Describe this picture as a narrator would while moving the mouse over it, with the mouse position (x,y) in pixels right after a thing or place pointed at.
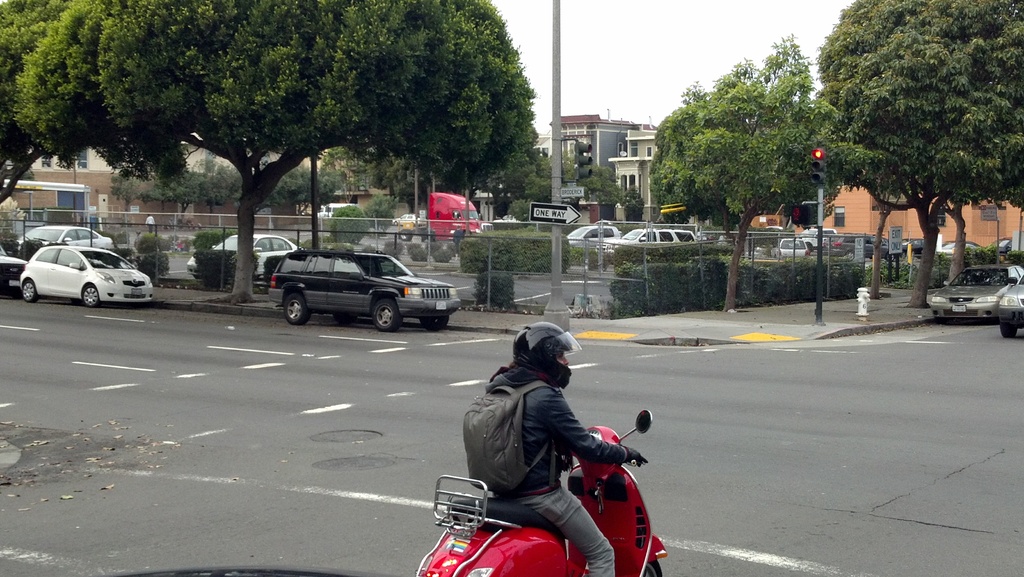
In the center of the image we can see a man (513,492) sitting on the bike (555,525). In the background (443,231) there are cars (285,275), trees (471,188), trucks (480,220), buildings (647,159), pole (557,139) and sky (632,75).
